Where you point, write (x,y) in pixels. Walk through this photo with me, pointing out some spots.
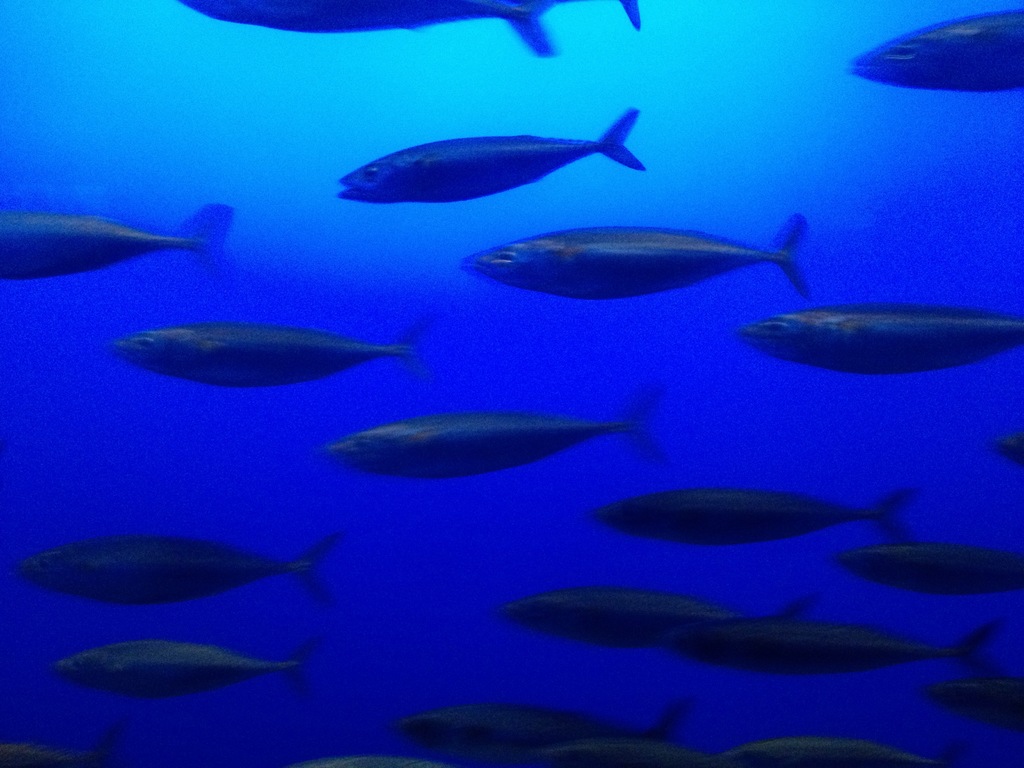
In this image we can see a group of fishes (771,257) in the water (514,508).
